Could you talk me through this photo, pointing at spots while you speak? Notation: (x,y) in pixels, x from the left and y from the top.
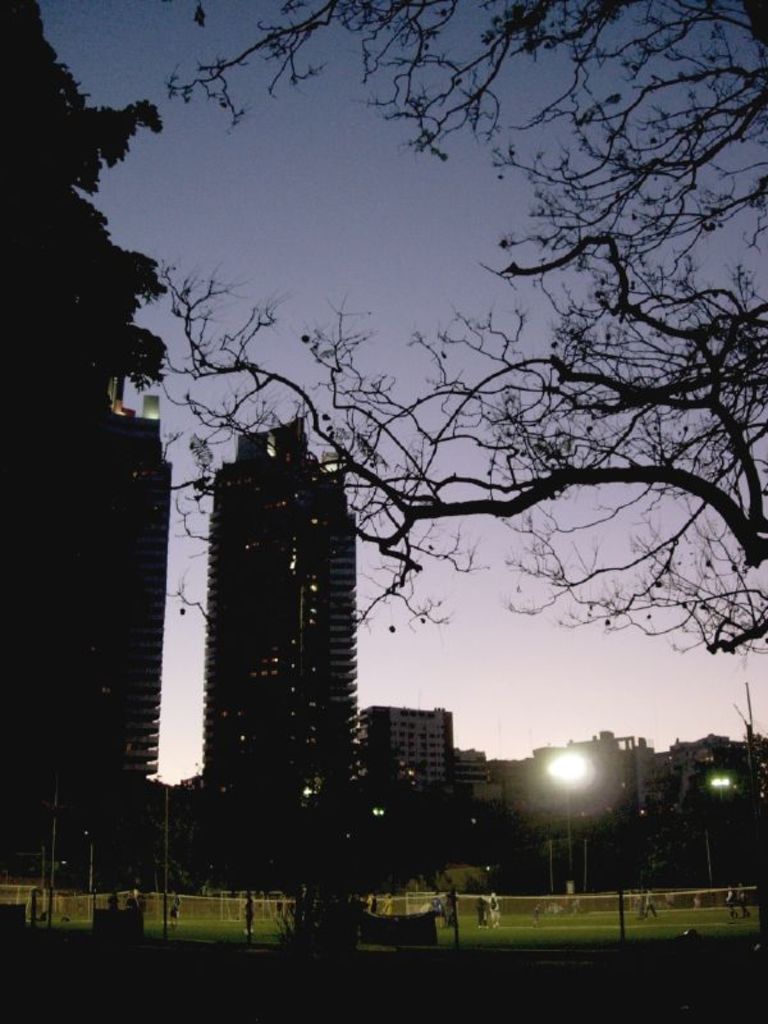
There are some persons (539,909) playing in the ground (572,924) as we can see at the bottom of this image (437,937). There are some trees (357,822) and buildings (235,721) in the background (210,785). There is a sky (353,267) at the top of this image (349,263).
